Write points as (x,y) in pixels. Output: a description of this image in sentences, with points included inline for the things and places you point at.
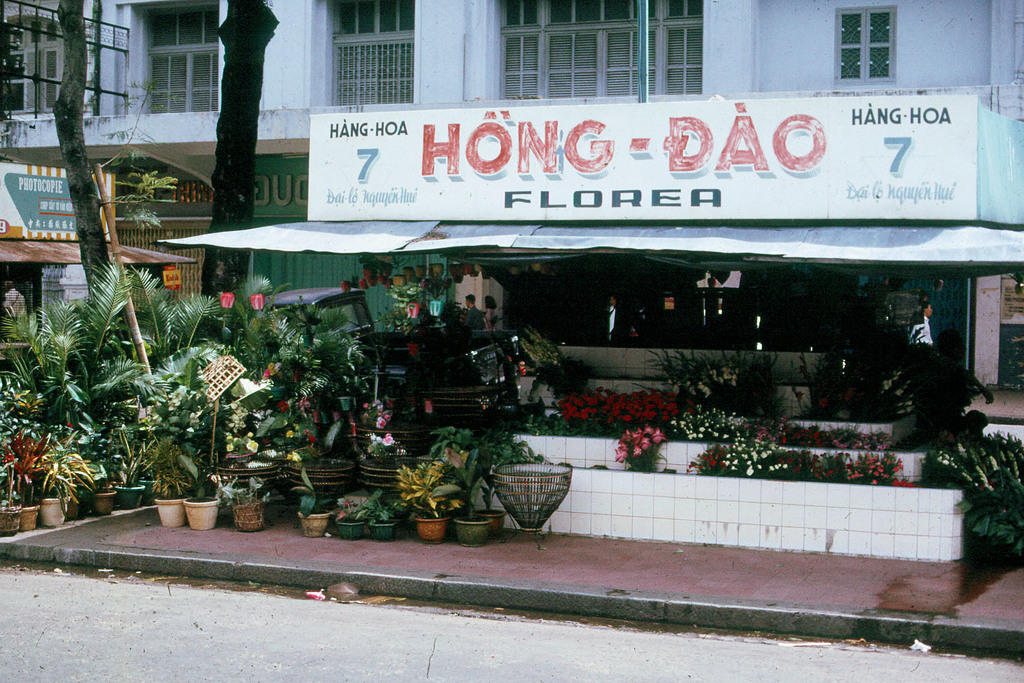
In this image we can see one building (1014,77), one board (346,188) with text (812,138) attached to the building (451,72) one board (45,194) with text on the left side of the image (51,211), some text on the building (193,270), one board (172,283) attached to the shed (160,261), some pots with plants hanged to the building (1015,337), one pole (119,257) near the tree (93,216), some objects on the road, some water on the road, one person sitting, three people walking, one board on the right side of the image (1007,321), some pots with plants (833,405), some plants (878,410) with flowers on the white walls (604,501), some pots (350,531) with trees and some plants (331,411) with flowers (379,423) in the pots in front of the building (637,342).
